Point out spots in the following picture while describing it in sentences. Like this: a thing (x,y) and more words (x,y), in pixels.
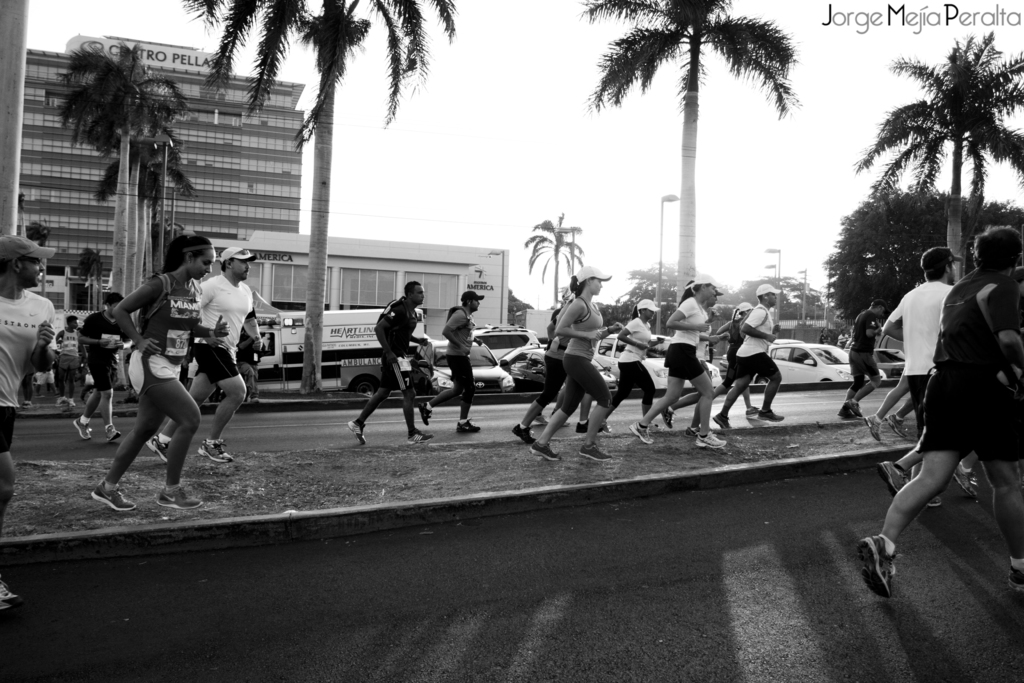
This is a black and white image. In this image we can see a group of people (557,409) running on the road (295,432). We can also see some vehicles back to them. In the background (285,166) we can see a building (278,155), trees (685,237), street poles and the sky (552,123).
